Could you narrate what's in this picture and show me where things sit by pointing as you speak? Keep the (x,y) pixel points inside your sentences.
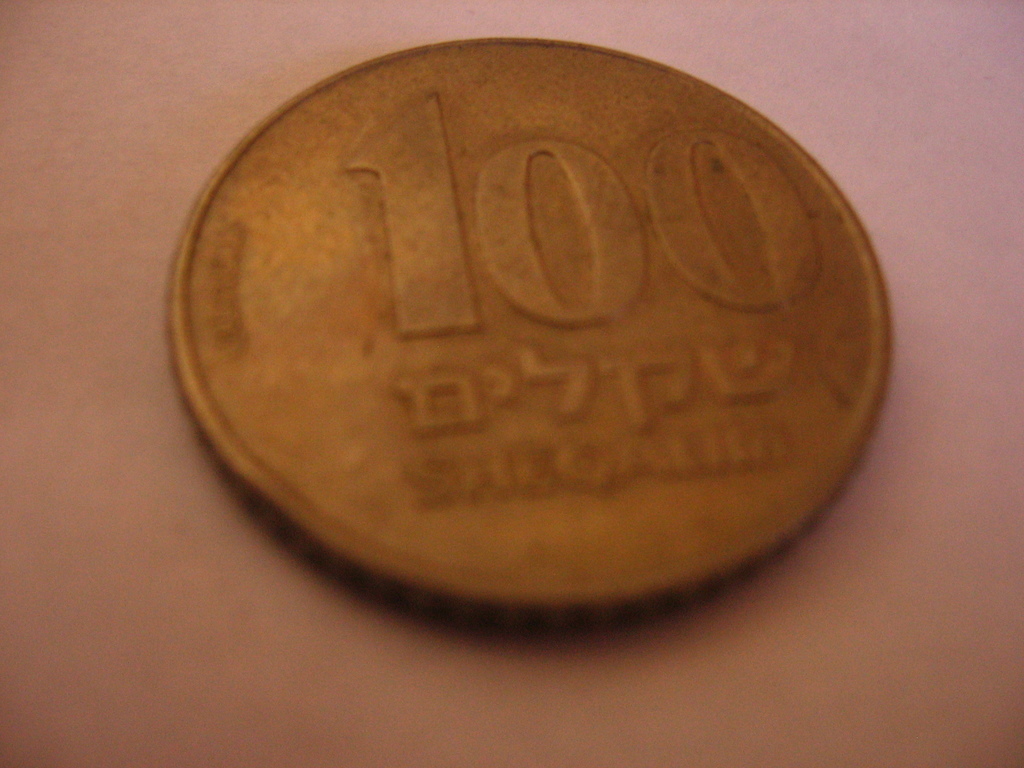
In this picture I can see the light brown color surface (935,9), on which there is a coin (509,240) and I can see numbers (547,294) and something written on it.
